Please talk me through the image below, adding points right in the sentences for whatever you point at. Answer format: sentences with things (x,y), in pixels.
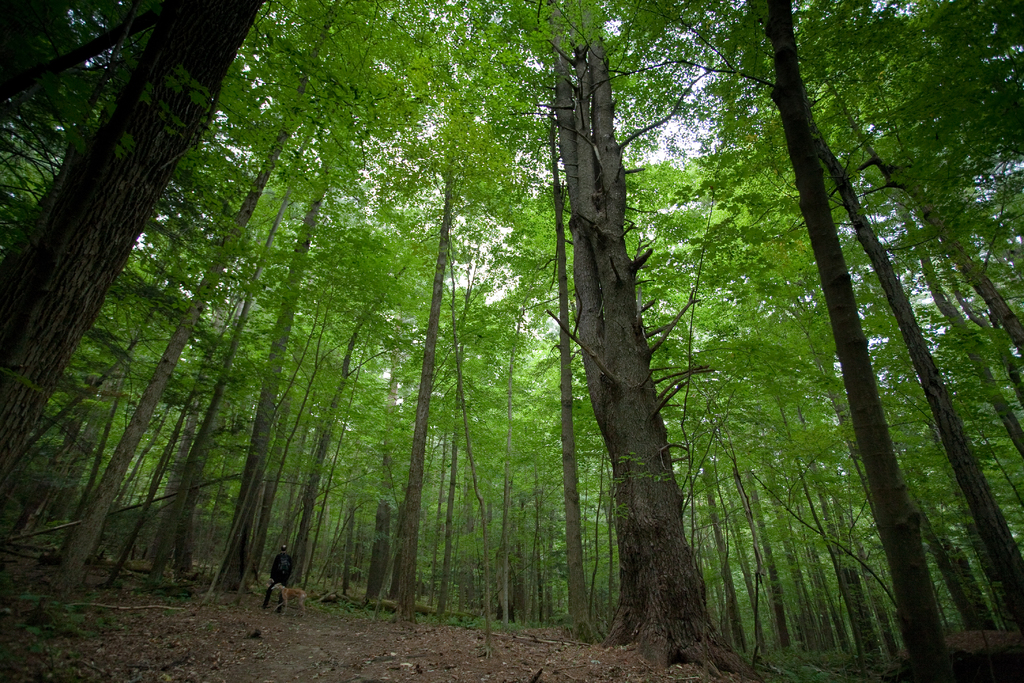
In this image we can see a person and an animal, there are some trees (480,423), grass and the sky (459,239).
